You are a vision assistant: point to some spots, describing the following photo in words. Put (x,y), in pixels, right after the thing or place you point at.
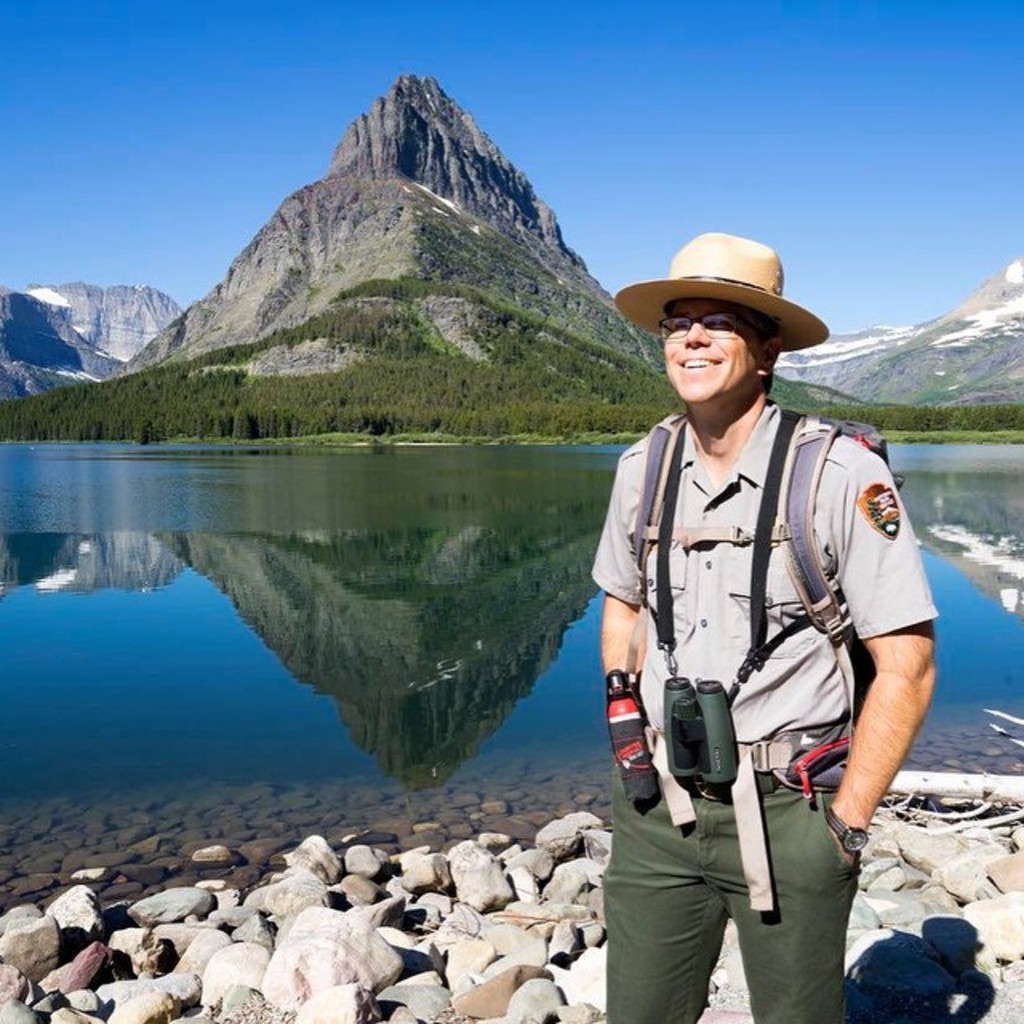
There is one man (736,679) standing on the right side of this image (812,723). We can see the stones (445,903) at the bottom of this image (424,863) and the surface of water (406,503) in the middle of this image (470,618). We can see trees (330,332) and mountains (10,311) in the background (601,357). The blue sky (197,54) is at the top of this image (625,83).
